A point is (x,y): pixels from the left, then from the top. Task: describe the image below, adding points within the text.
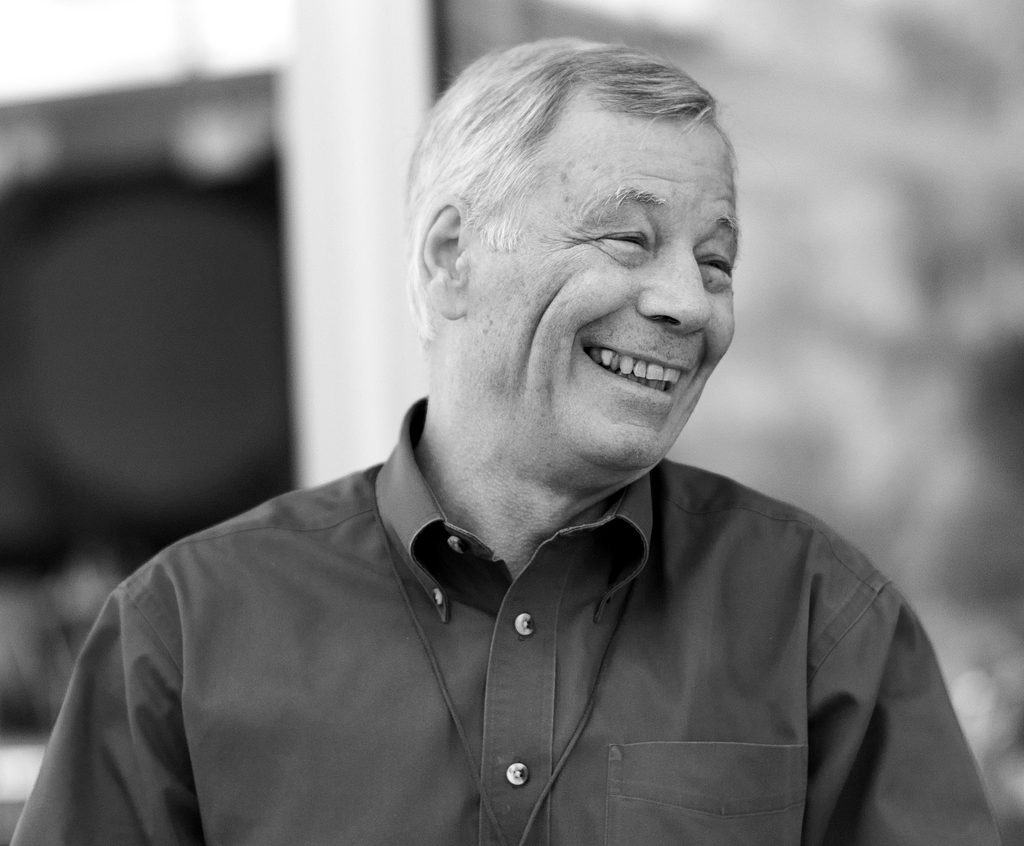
Here this is a black and white image, in which we can see a man (270,576) present over a place (387,377) and he is smiling.
